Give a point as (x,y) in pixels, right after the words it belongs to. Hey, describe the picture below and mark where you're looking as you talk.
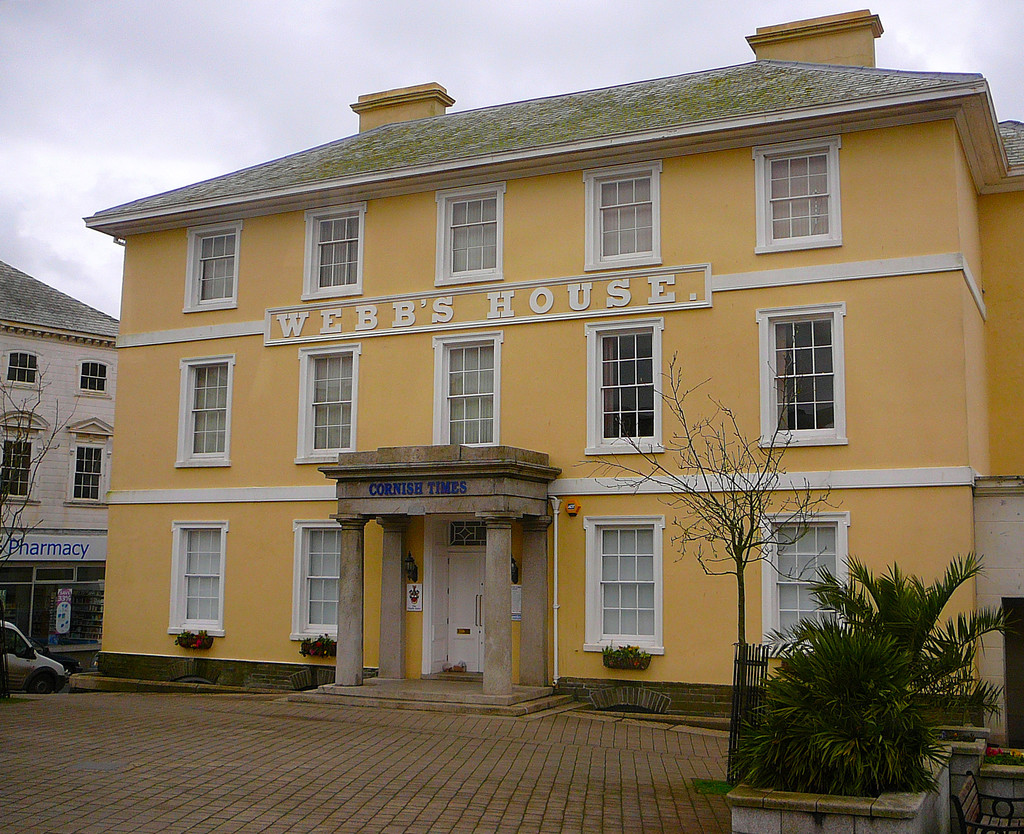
In this image we can see there are buildings (270,533). On the right side of the image (833,703) there are a few plants (817,660) and a tree (769,565). On the left side (41,656) there is a car (43,672). In the background (287,101) there is a sky (502,50).
